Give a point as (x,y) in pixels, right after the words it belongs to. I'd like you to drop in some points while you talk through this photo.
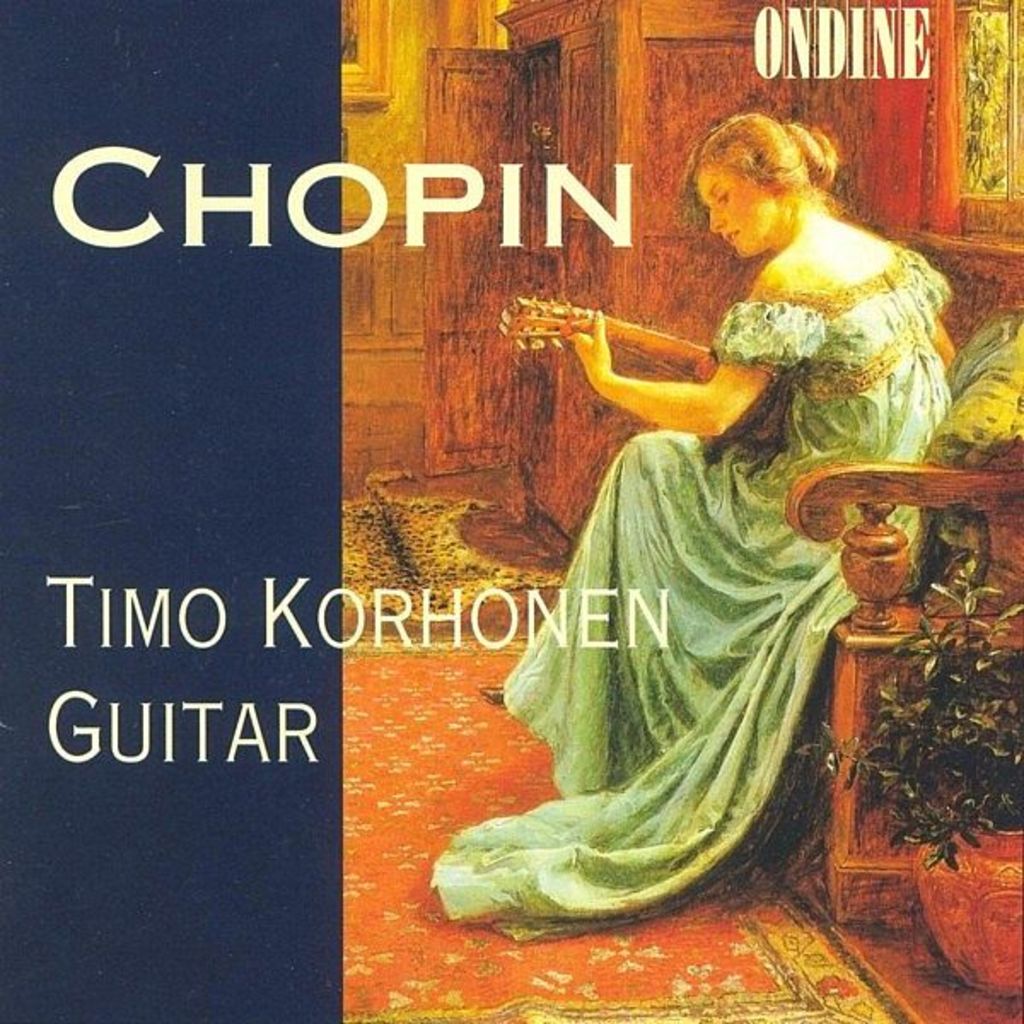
In this picture we can see the poster (760,782) of a woman (710,542) sitting on a couch (872,636) and the woman (687,511) is holding a musical instrument (718,447). In front of the woman (779,605) there is a houseplant (939,726). Behind the woman (741,460) there is a wooden object (665,181) and a wall (390,113) and on the poster (223,457) it is written something.
